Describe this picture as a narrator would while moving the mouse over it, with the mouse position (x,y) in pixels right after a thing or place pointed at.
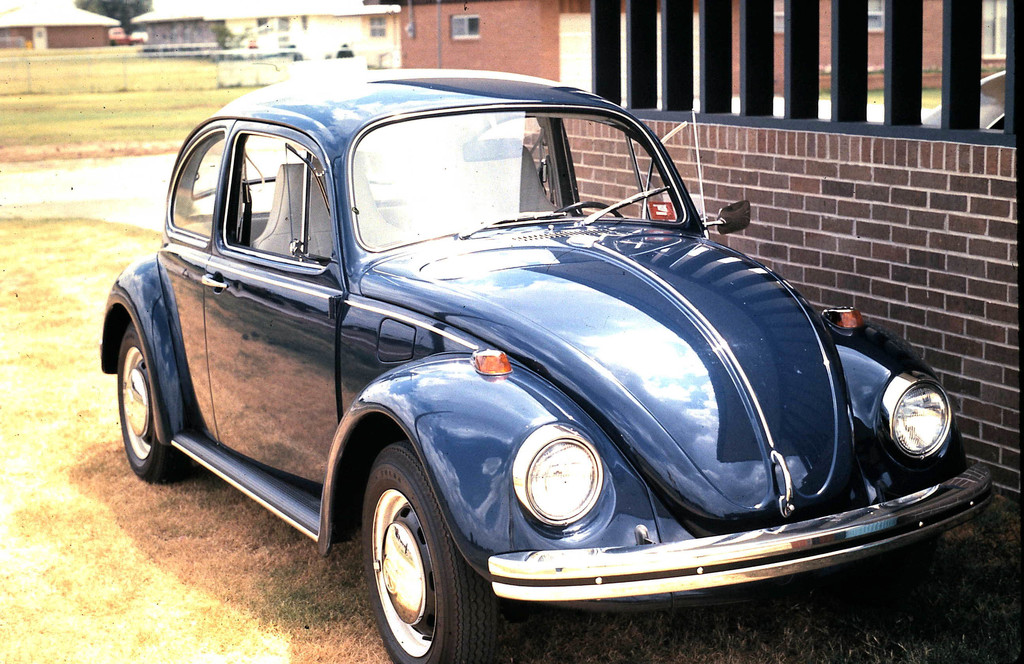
In this picture we can observe a blue color car (221,413) on the ground (112,445). There is some grass (85,104) on the ground (120,88). We can observe a wall (811,199) on the right side (943,251). There is a building (286,35).
